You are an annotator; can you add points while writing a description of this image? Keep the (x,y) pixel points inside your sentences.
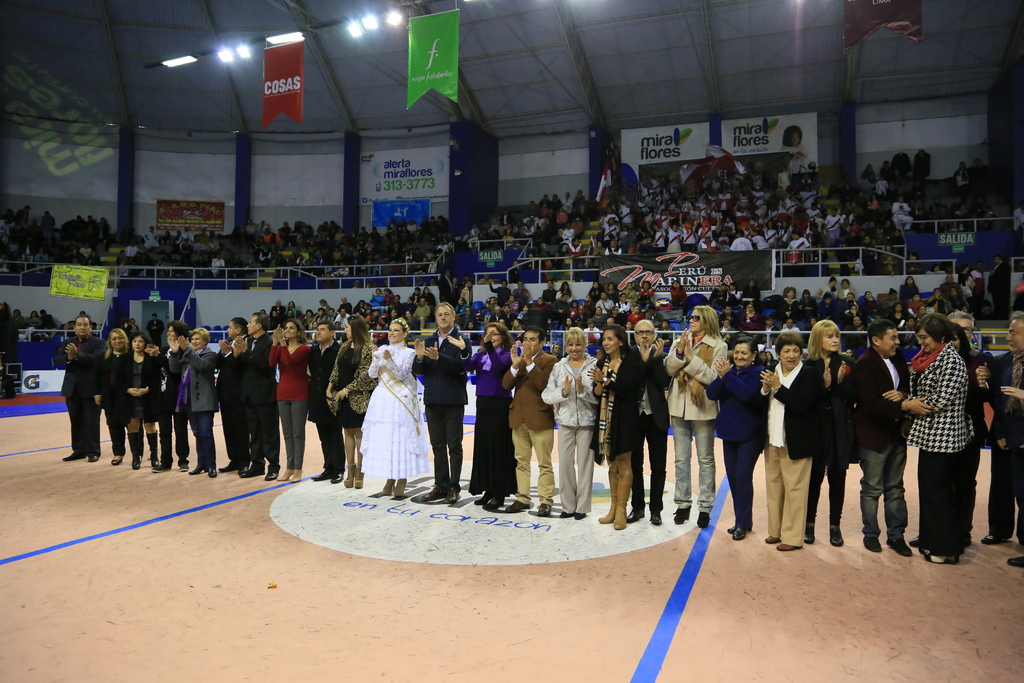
In this picture we can see some people (458,491) standing on the ground (534,532) and in the background (836,272) we can see a fence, group of people (871,317), banners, posters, lights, roof (693,111) and some objects (604,163).
